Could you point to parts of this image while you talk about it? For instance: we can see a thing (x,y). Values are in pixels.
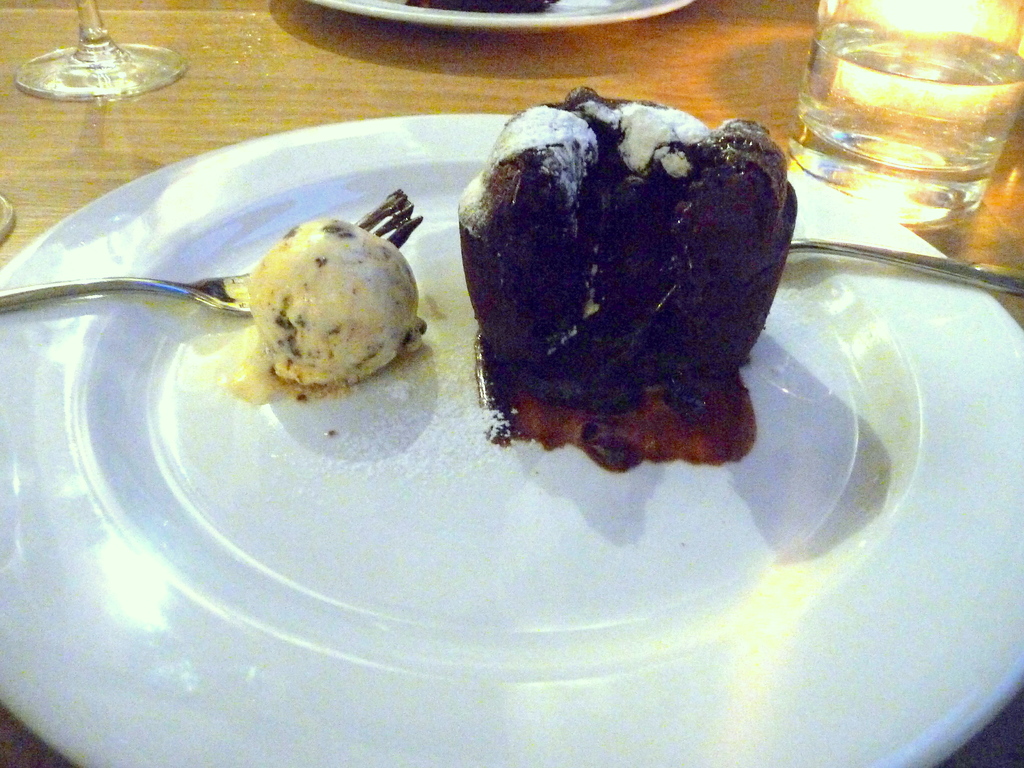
This image consists of cake (663,431) and ice-cream (319,320) kept on a plate (705,709). On the left (97,63) and right, we can see the glasses (63,91). At the bottom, there is a table (79,162) made up of wood (49,161).
